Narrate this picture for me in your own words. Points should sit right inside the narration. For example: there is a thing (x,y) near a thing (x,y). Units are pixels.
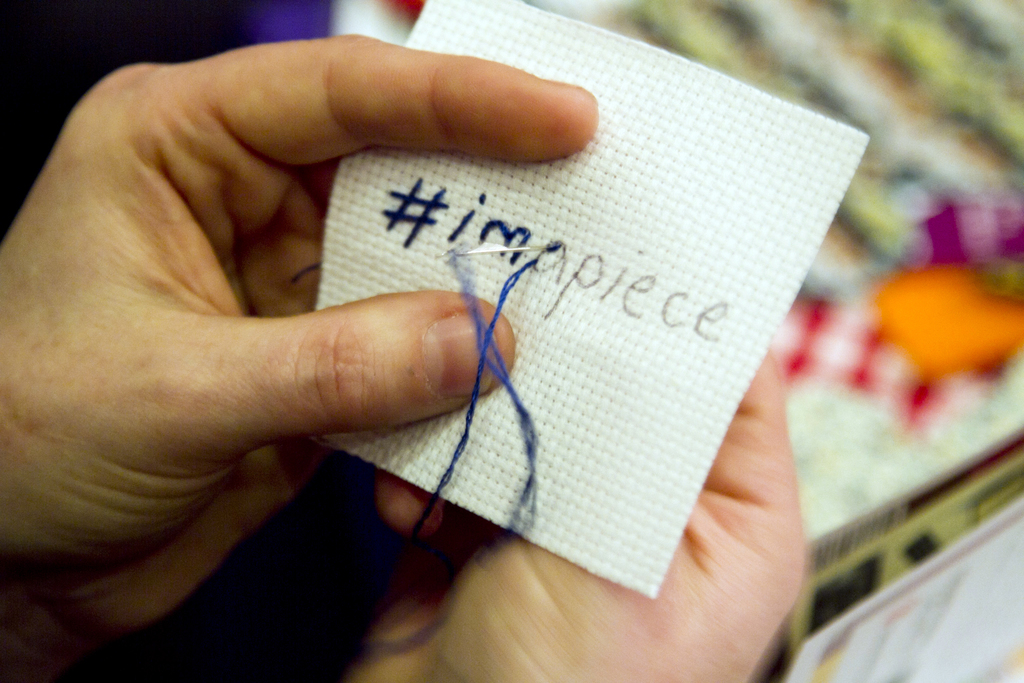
In this image we can see hands (426,392) of a person (598,604) with a piece of cloth (645,285). On the cloth (514,255) there is a needle (525,248) with thread (471,285). In the background (1021,326) it is blur.
